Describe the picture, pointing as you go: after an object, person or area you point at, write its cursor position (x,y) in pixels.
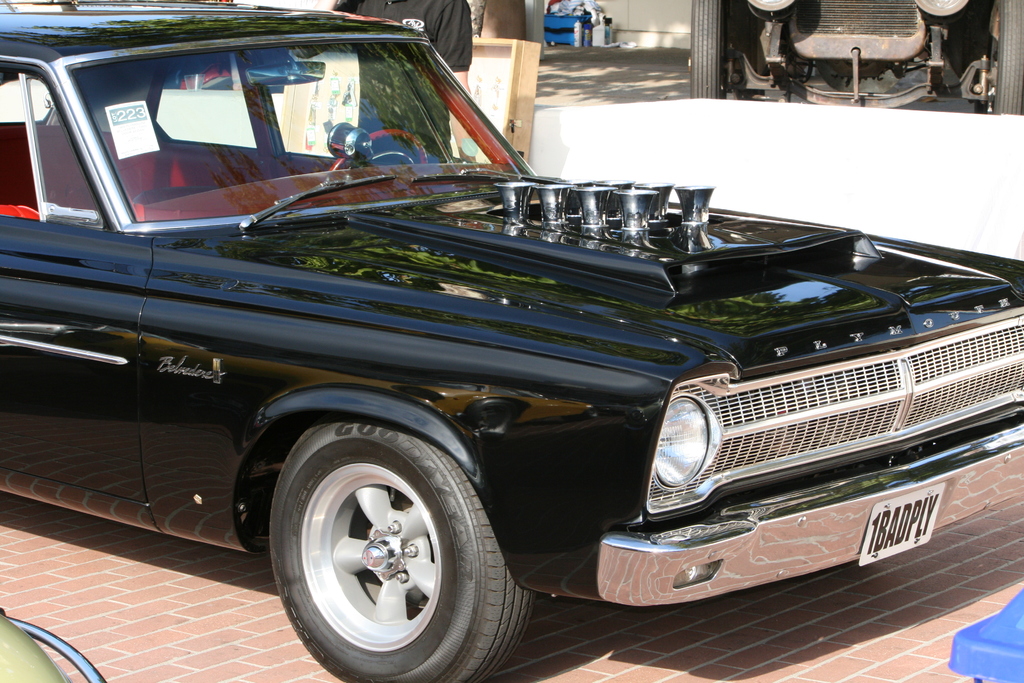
In the foreground of this image (406,443), there is a car (483,465). In the right (1009,632) and left bottom corner, there is a car (79,665) and an object (968,633). In the background (463,68), there is man (448,22) and a wooden object (498,63), trunk (480,19), wall (619,21), few objects (582,23) and a vehicle (859,43).
